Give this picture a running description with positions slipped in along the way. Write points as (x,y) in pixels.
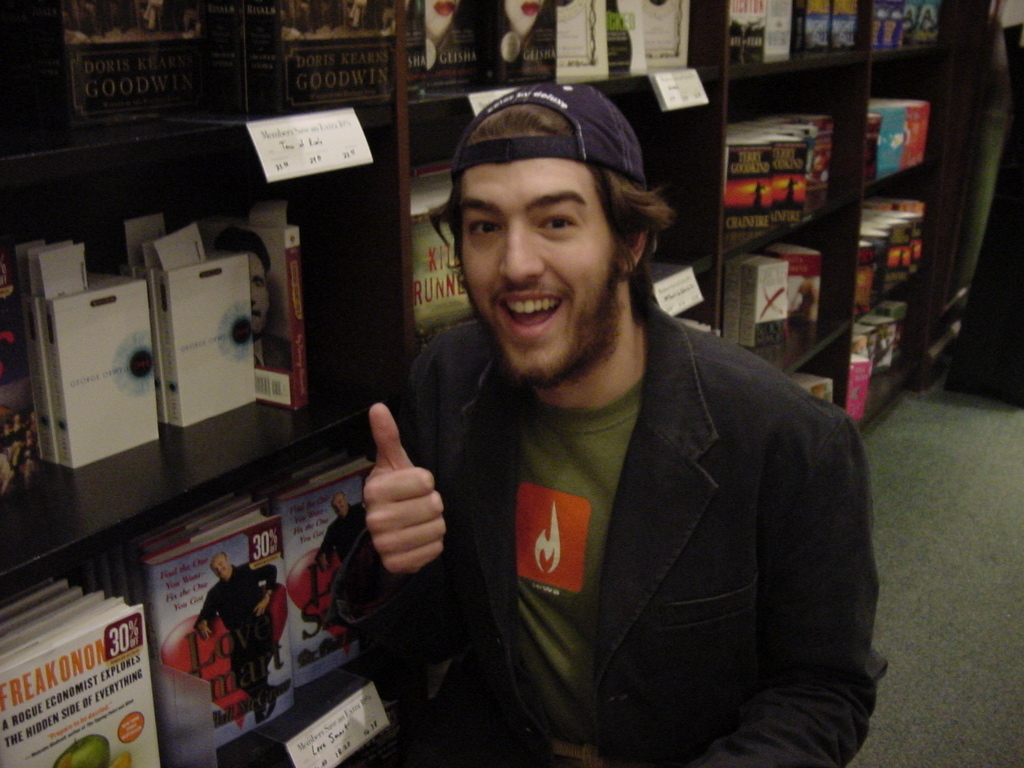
In this picture, we can see a person (800,578), the ground (880,565), and we can see some shelves (665,137) and some objects (812,129), labels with text (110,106) on it.
